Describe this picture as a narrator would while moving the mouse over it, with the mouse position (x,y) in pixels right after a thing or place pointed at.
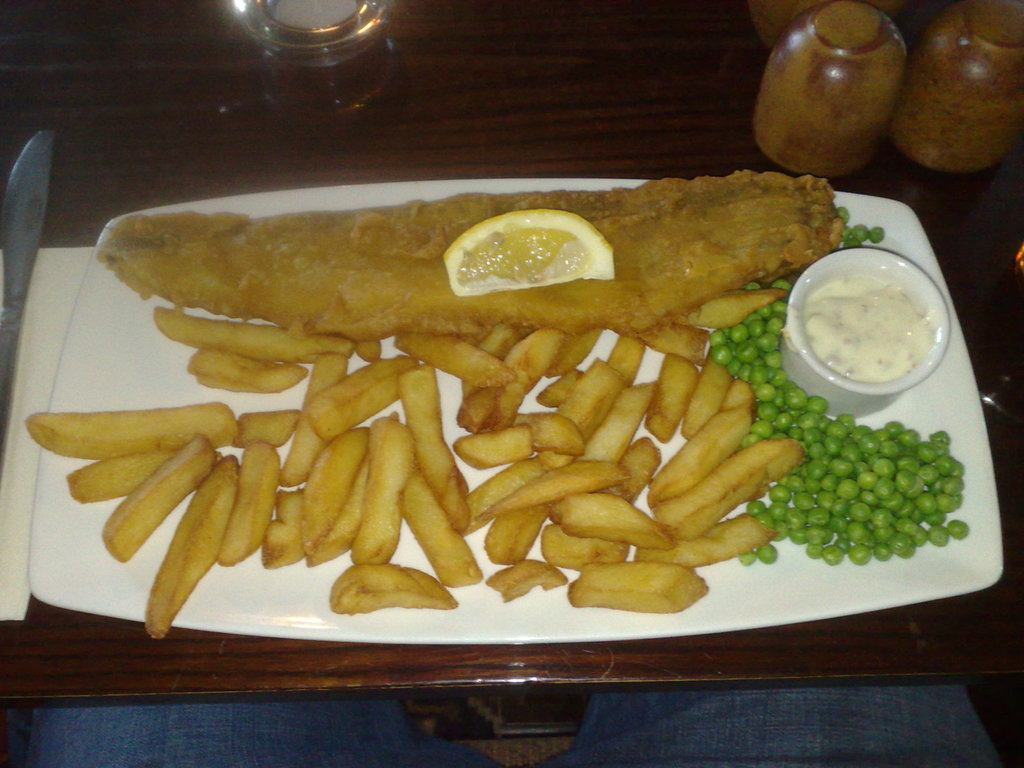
In the image there are potato fries (431,433), lemon piece (543,251), sauce (866,350) and boiled peas (798,406) served on a white plate (141,587) and kept on a table (276,652).
